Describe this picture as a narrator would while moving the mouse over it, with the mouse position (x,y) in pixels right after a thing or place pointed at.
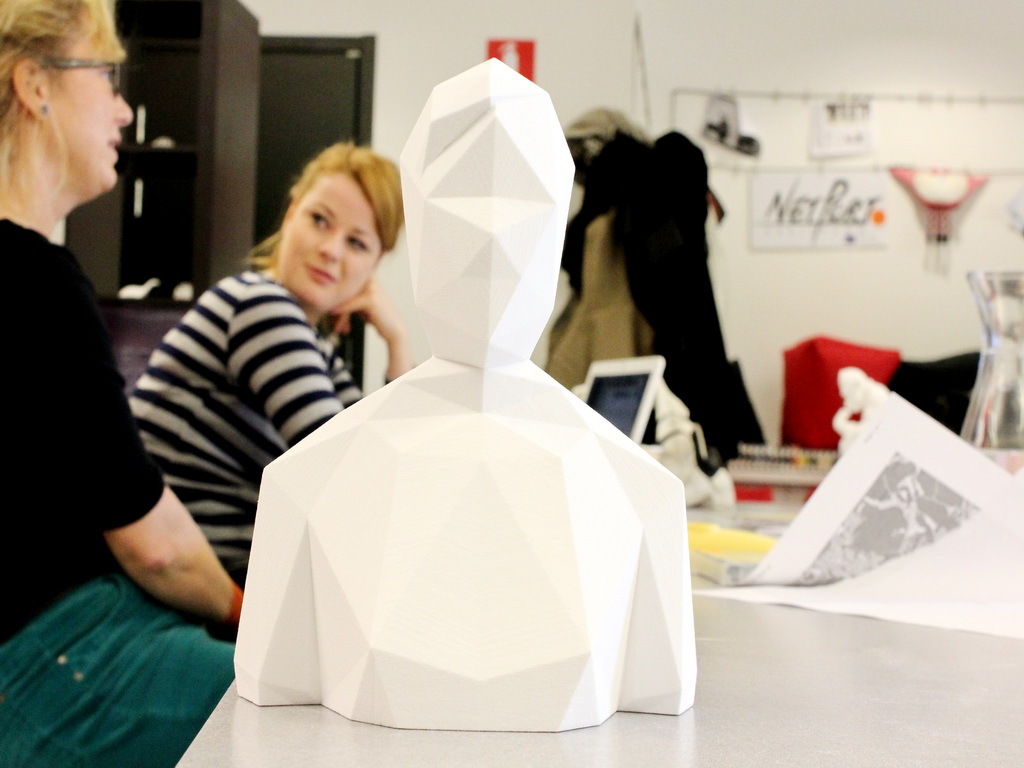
In this image I see 2 women (1,192) and both of them are sitting and there is a paper art (655,688). In the background (260,22) I see the wall (1018,268) and the cabinet (136,217).
